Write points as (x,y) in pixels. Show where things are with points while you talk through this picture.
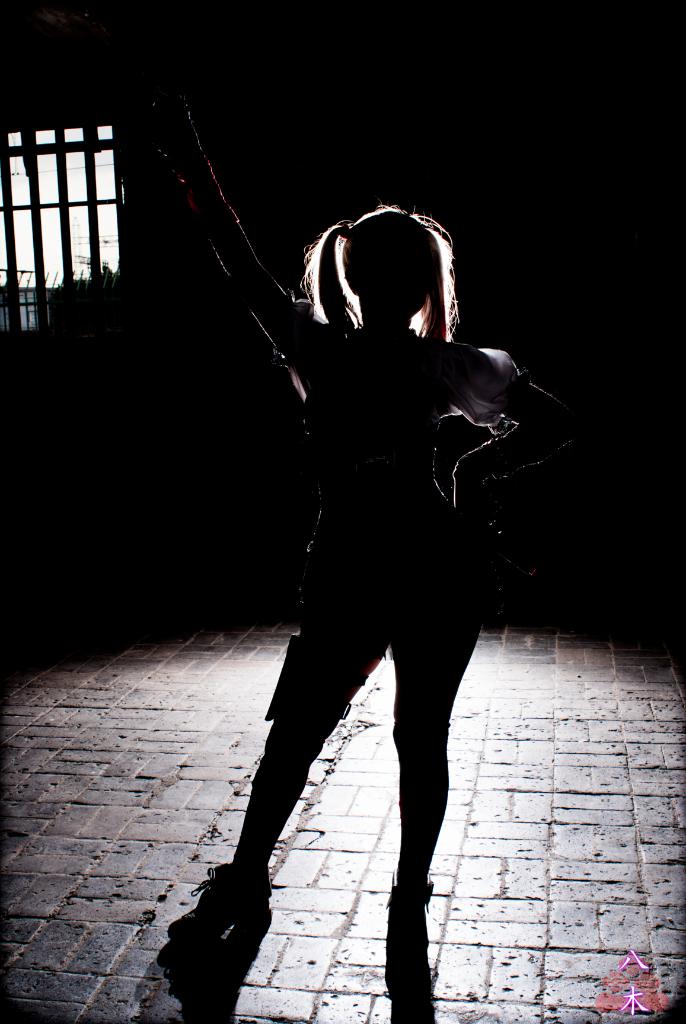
In the picture we can see a girl (337,660) standing on the floor (523,680) raising her hand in the dark in the background (22,296) we can see a window (29,287).
